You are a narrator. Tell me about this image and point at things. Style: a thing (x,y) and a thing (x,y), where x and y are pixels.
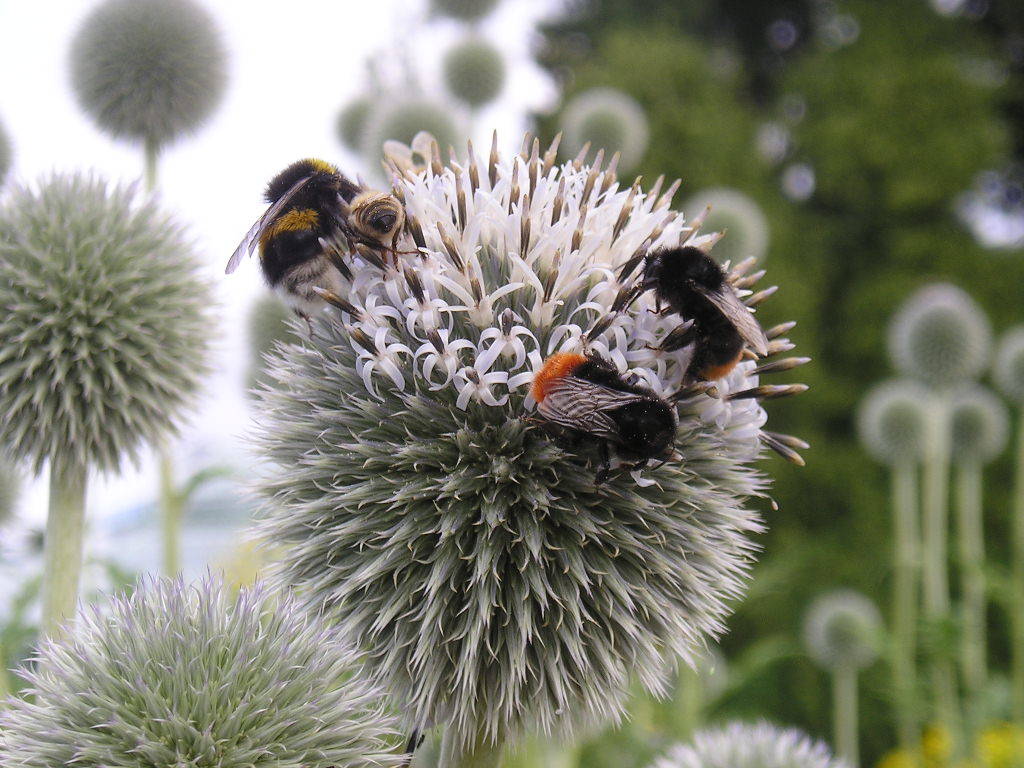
In this image I can see few white color flowers (321,465) and I can see few insects (652,260) on it. Background (898,85) is in green and white color and it is blurred.
